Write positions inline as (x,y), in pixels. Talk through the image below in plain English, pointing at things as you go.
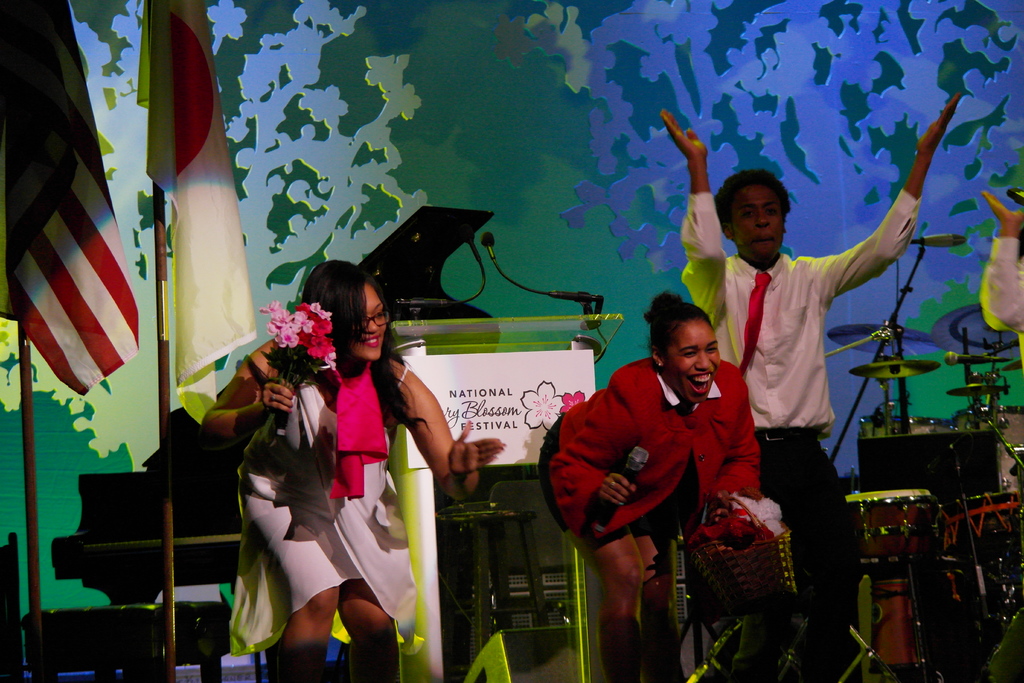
Here we see three people (748,180) performing on a dais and we see two Flags (14,8) to the poles (169,381).
